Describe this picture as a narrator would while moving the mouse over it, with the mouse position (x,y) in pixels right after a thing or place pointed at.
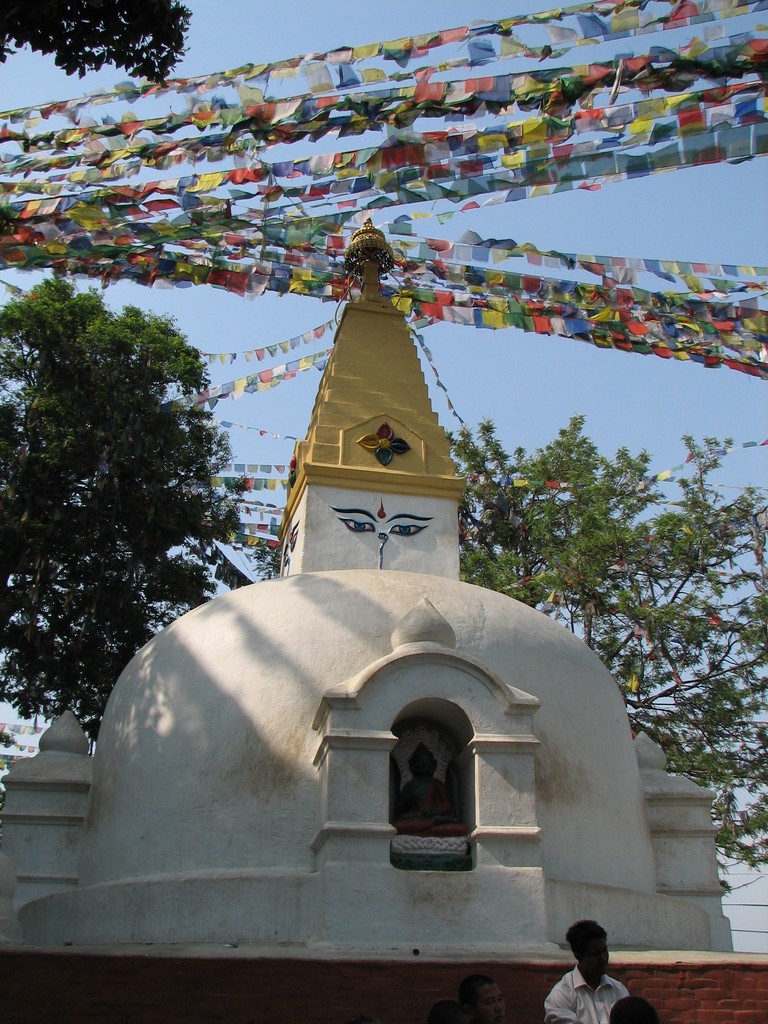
In this image I can see a temple (278,999) and at the bottom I can see a person (604,964) in the middle (510,444) and I can see the sky (742,430) and trees (121,442) and at the top (261,69) I can see colorful papers (362,93) attached to the roof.
